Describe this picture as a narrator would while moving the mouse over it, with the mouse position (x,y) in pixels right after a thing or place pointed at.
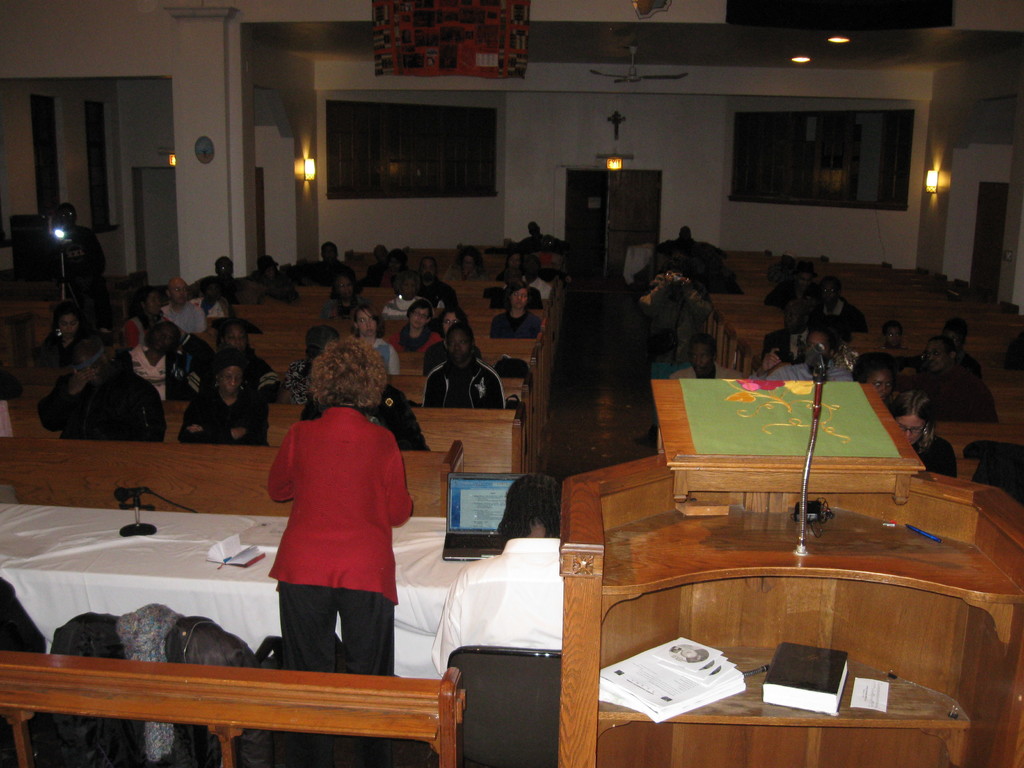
This picture shows a meeting room (429,236) where all the people (450,376) seated. we see a woman (378,458) standing and speaking and we see a podium (887,481) with a microphone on it and we see few books (803,689).
